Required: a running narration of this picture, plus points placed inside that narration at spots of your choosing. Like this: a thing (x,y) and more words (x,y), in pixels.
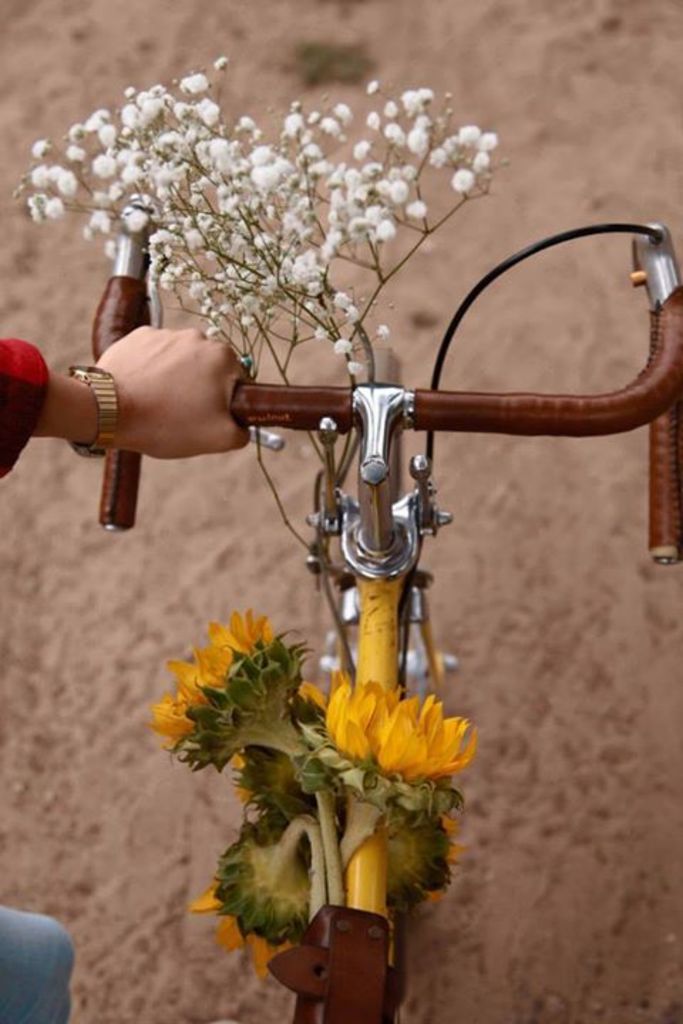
In this image we can see a person (176,382) holding the handle (129,302) of a bicycle (129,302) which is decorated with some flowers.
